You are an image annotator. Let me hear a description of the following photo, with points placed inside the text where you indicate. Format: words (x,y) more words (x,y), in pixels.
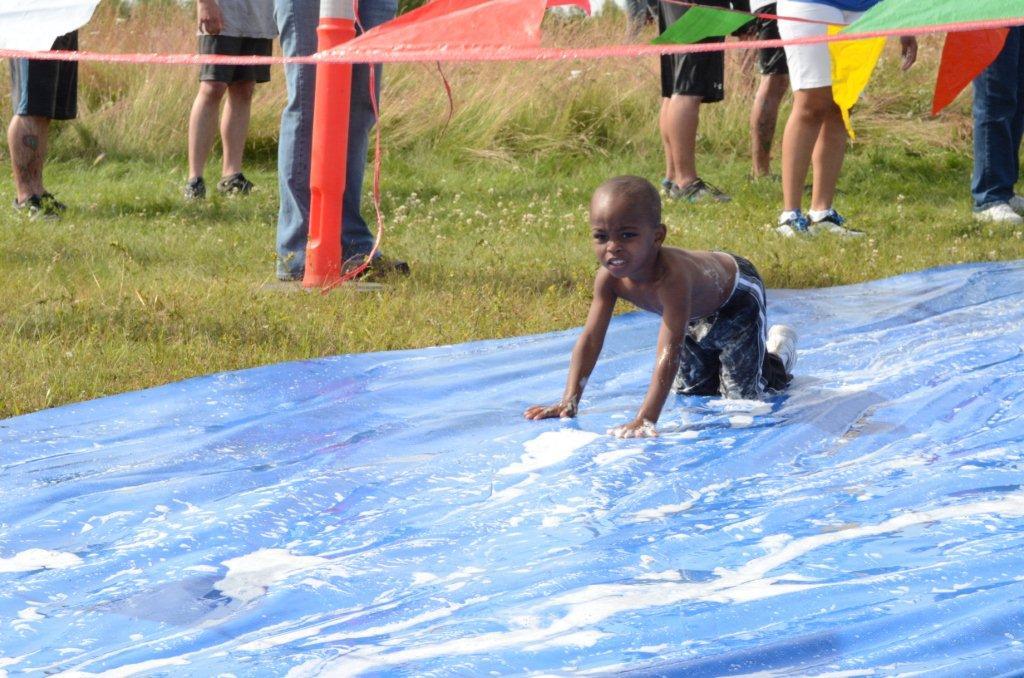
In this picture we can see a kid (697,328) in the front (710,327), at the bottom (928,569) there is a cover (913,535) and water (891,517), there are some people (768,54) standing in the background (245,18), there is grass (439,191) in the middle (490,243), we can see ribbons (874,40) at the top of the picture (538,49).
